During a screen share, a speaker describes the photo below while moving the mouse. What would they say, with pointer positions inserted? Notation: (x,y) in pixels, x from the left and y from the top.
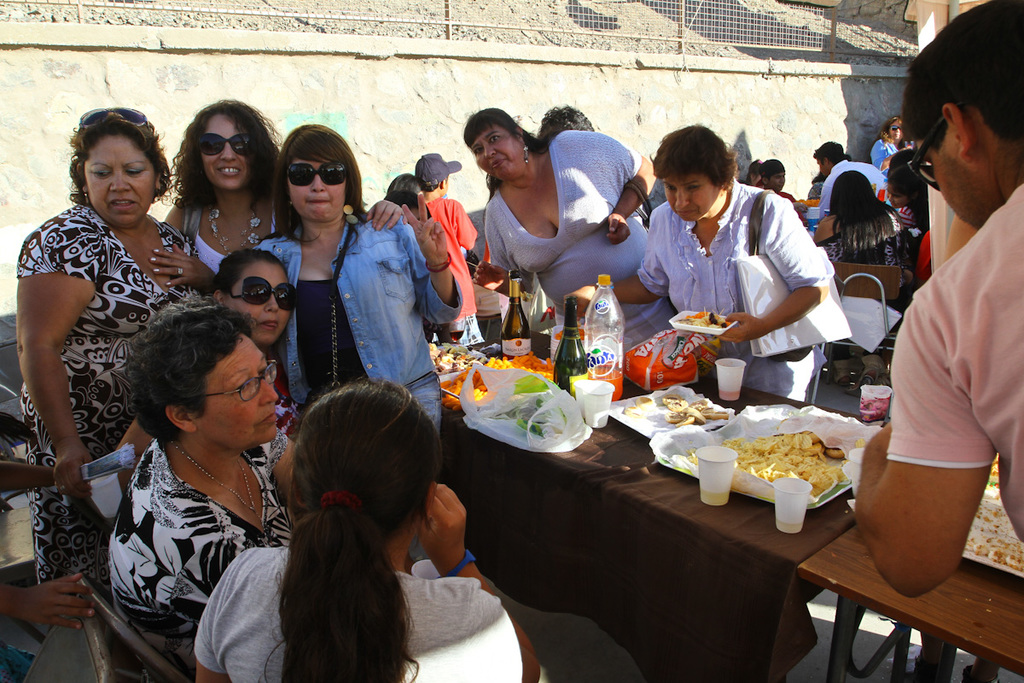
In this picture few persons (858,253) sitting on the chair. There are few persons (211,198) standing. There is a table (616,493). On the table (595,516) we can see bottle (576,366) cup (599,401), food (750,449), cover (758,422). In this background (390,84) we can see wall (441,87) and fence (654,38).
